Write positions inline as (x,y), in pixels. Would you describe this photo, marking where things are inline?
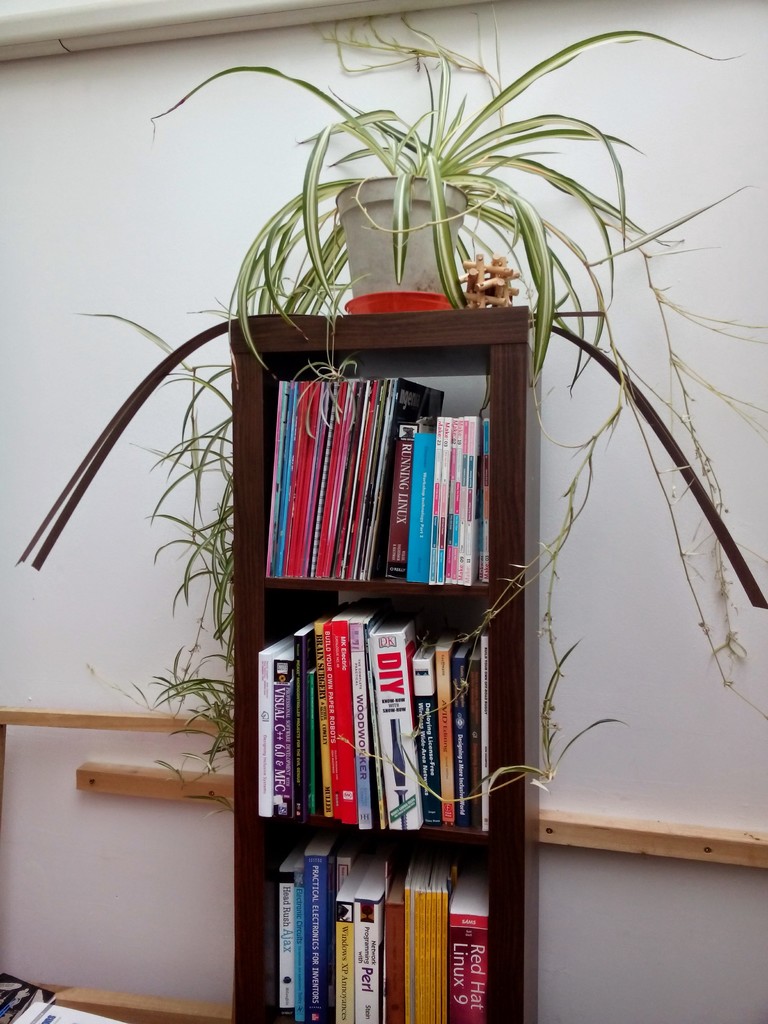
In this picture there is a books shelf (468,323) in the center of the image (353,402), which contains books (366,707) in it and there is a plant pot (385,198) on top of it.
